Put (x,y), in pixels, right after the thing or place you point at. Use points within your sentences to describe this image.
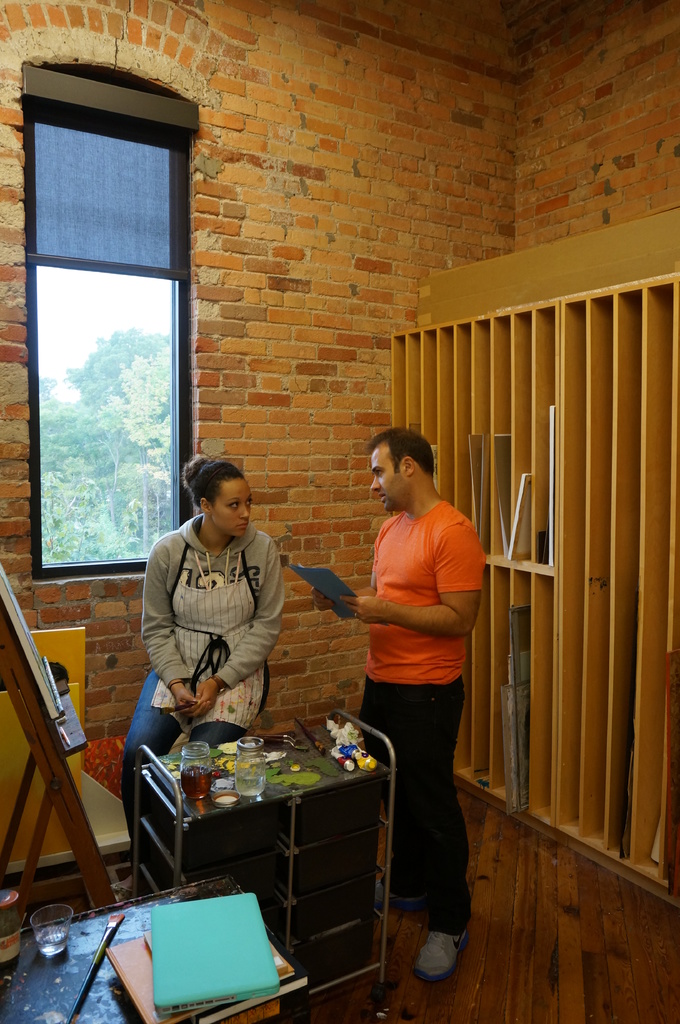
In this picture there are two people (277,594) and in front of them there is a cart (292,753) containing paints (337,753) and jars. In the background (487,497) there is a wooden shelf (537,431) filled with objects (473,450) and there is a glass window (91,337).
